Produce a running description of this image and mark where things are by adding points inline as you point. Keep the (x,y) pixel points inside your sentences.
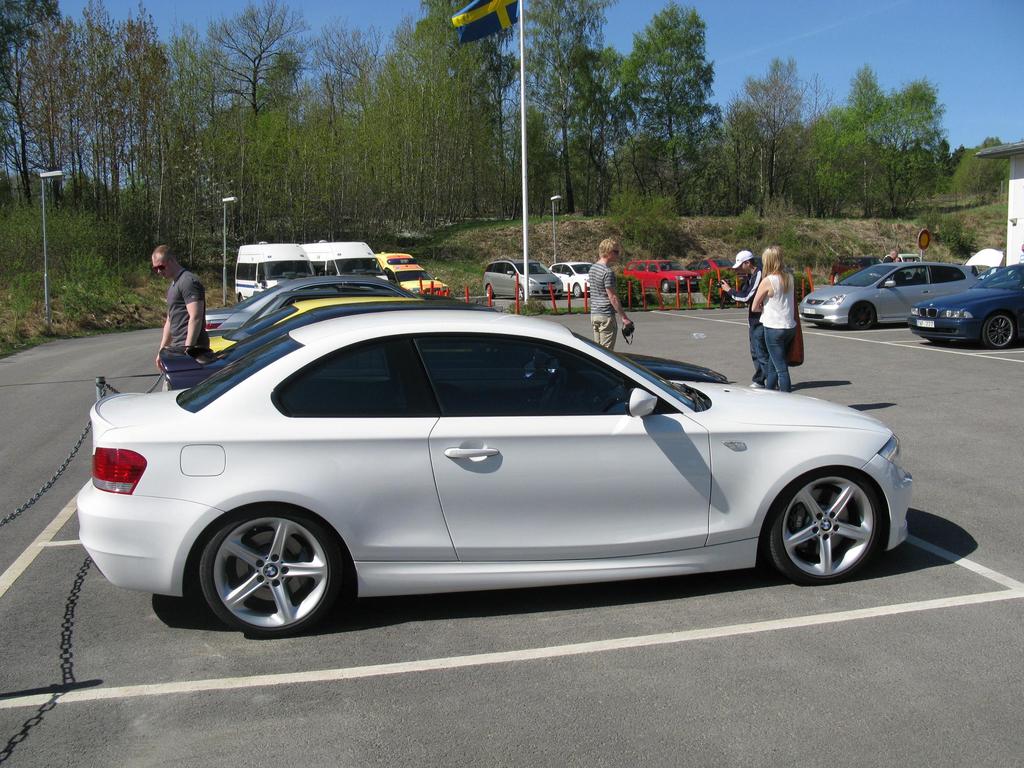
This is an outside view. Here I can see few vehicles (523,512) on the road (403,663) and there are some people (767,306) standing. On the right side (1015,195) there is a house (1021,202). In the background (475,160), I can see trees (585,82) and poles (525,98). At the top of the image (846,46) I can see the sky (725,21).
